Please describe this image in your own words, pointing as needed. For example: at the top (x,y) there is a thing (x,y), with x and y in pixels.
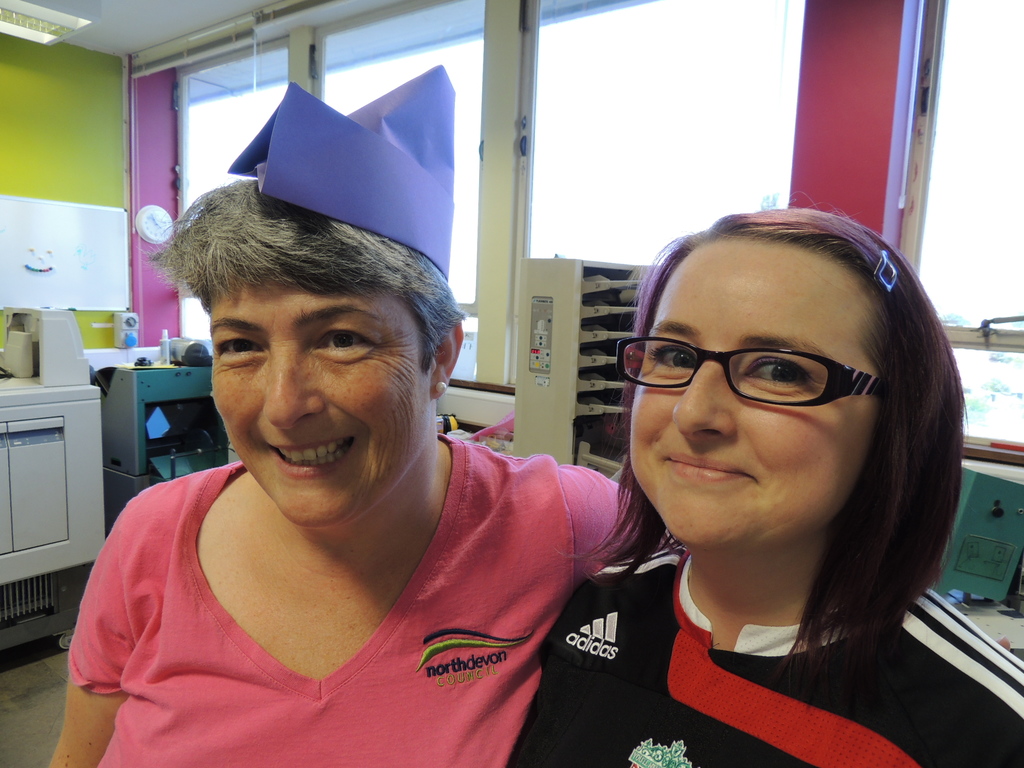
There is a lady (430,570) wearing pink dress (405,682) and there is a violet color object (370,139) on her head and there is another lady (802,602) standing beside her and there are few other objects (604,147) in the background (626,184).
